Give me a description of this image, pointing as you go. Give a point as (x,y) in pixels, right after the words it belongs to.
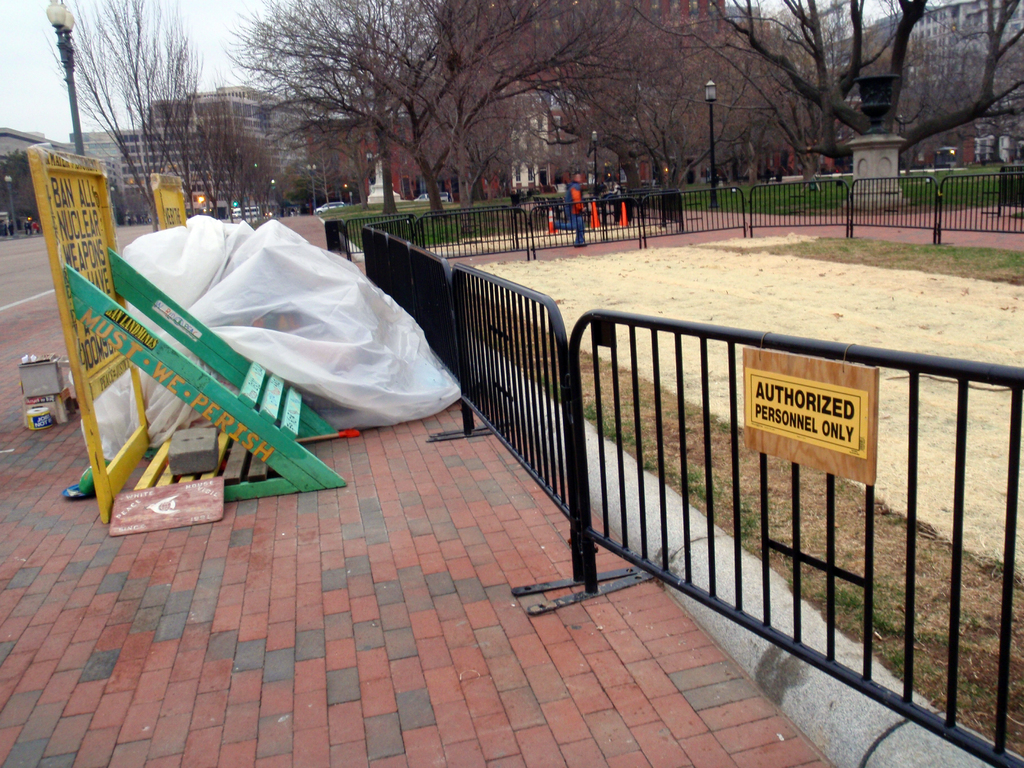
In this image in the center (357,376) there is a board (157,371) and some plastic cover (265,238) and some other objects (234,455). At the bottom (145,671) there is pavement (420,582), and on the right side (960,533) there is a railing (364,241). In the background (254,137) there are some buildings (107,137), trees (662,153), poles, lights (12,178) and some persons (579,179). At the top of the image (21,22) there is sky (14,39).
